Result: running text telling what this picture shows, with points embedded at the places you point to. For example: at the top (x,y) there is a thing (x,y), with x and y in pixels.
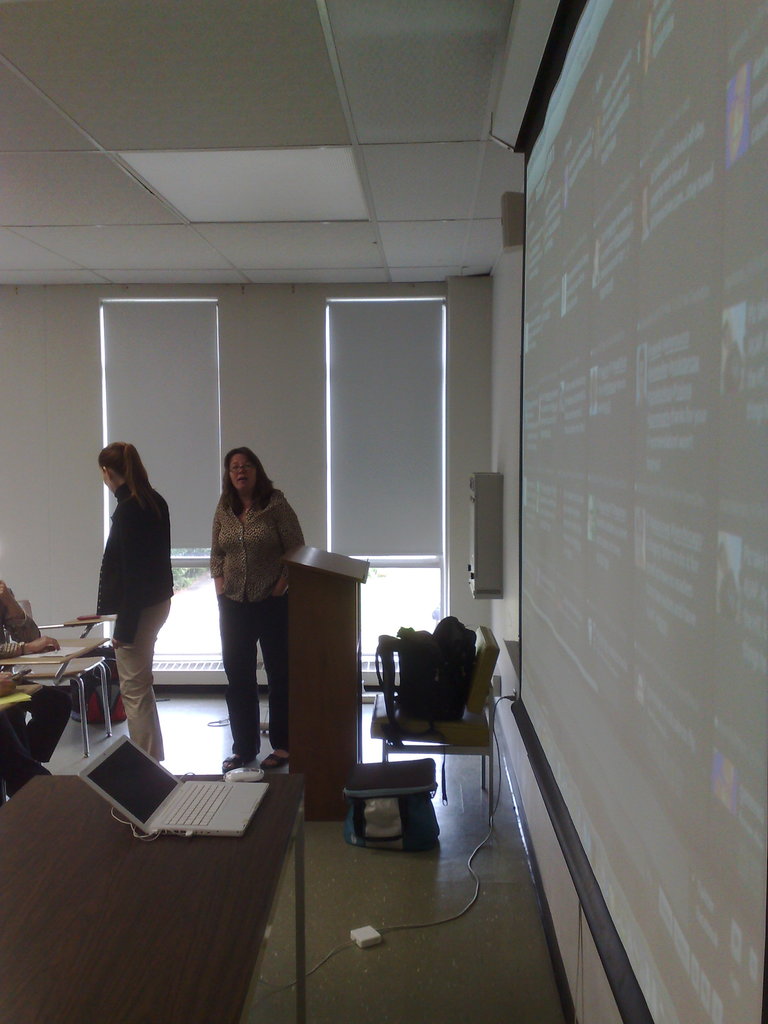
There are a two women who are standing on the top center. This is a wooden table (110,914) where a laptop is kept on it and this is a screen (675,389).
